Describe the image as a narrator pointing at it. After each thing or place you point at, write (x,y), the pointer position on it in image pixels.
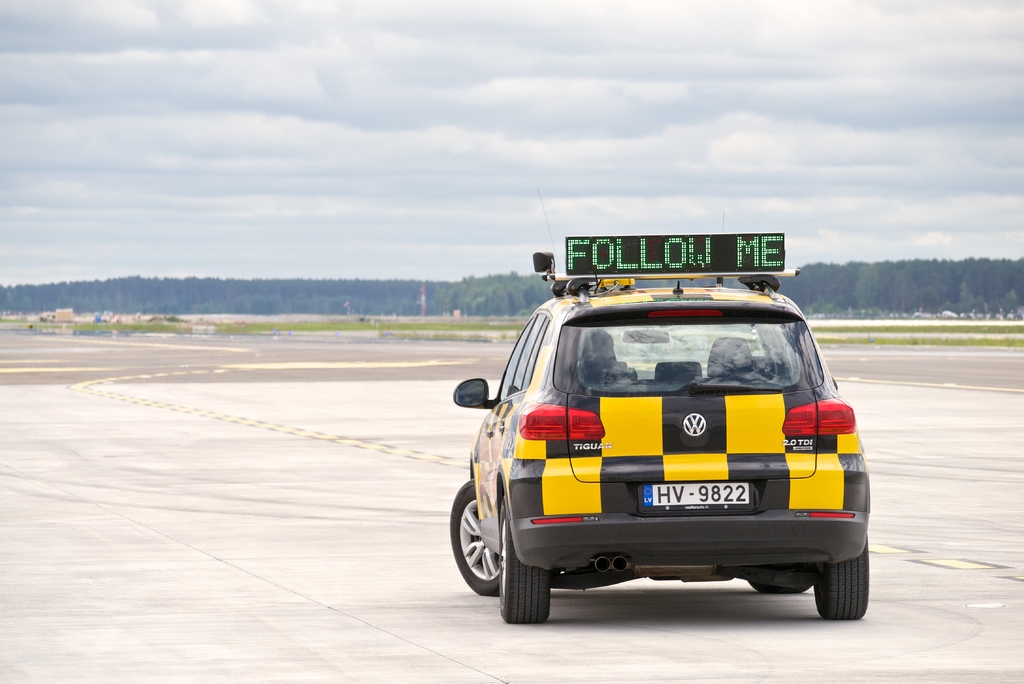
In this picture, there is a car (692,492) on the road (700,591) towards the right (746,432). It is in yellow and black in color. On the car (659,311), there is a board (752,252) with some text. In the background (728,210), there are trees (977,268) and sky (579,186).
